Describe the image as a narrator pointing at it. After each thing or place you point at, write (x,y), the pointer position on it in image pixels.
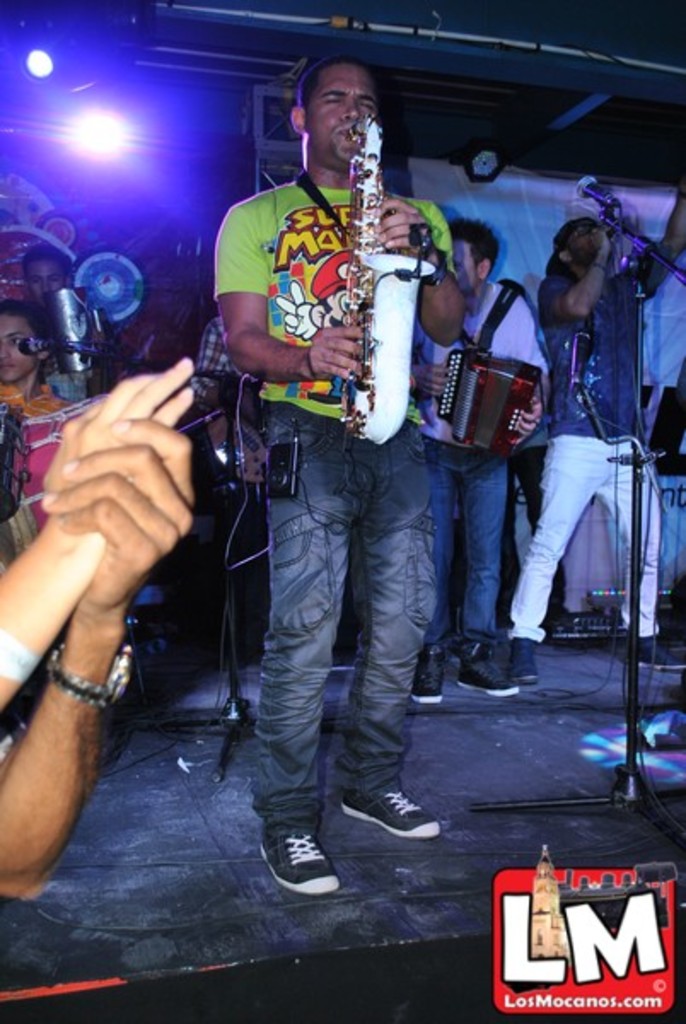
In this picture we can see musical instruments (76,333), mics (593,192), stands (638,579), lights (111,156), watch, banner (482,214) and some objects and a group of people (309,450) standing on stage (323,843).
